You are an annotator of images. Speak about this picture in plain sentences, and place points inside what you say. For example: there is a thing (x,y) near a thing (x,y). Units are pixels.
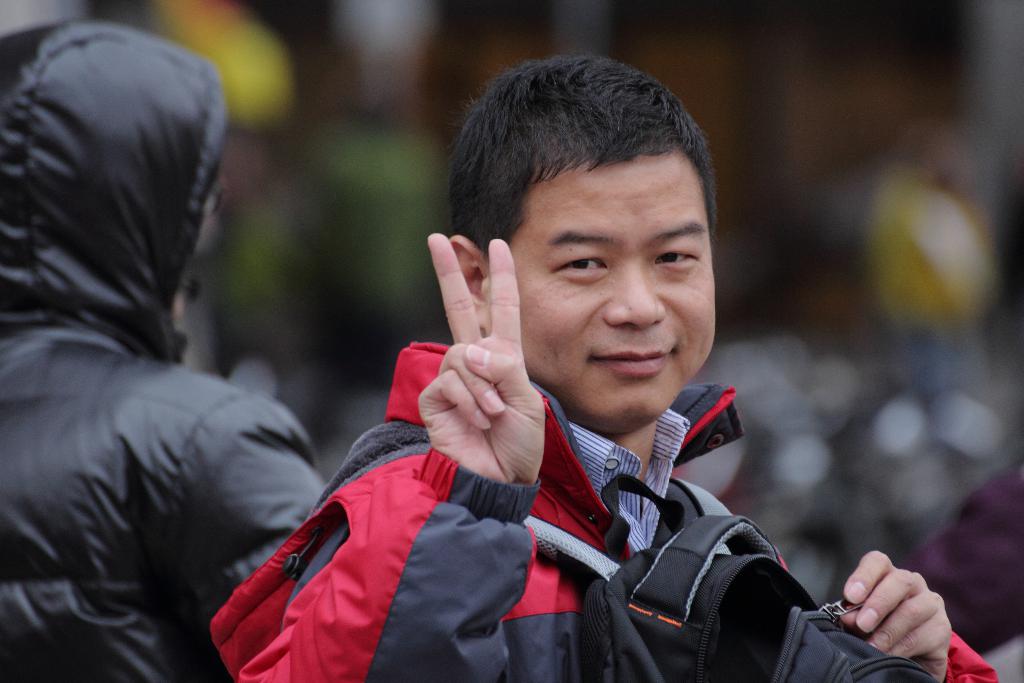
In this image there are a few people (148,409), one of them is holding a bag (727,618) on his shoulder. The background (823,29) is blurry.
